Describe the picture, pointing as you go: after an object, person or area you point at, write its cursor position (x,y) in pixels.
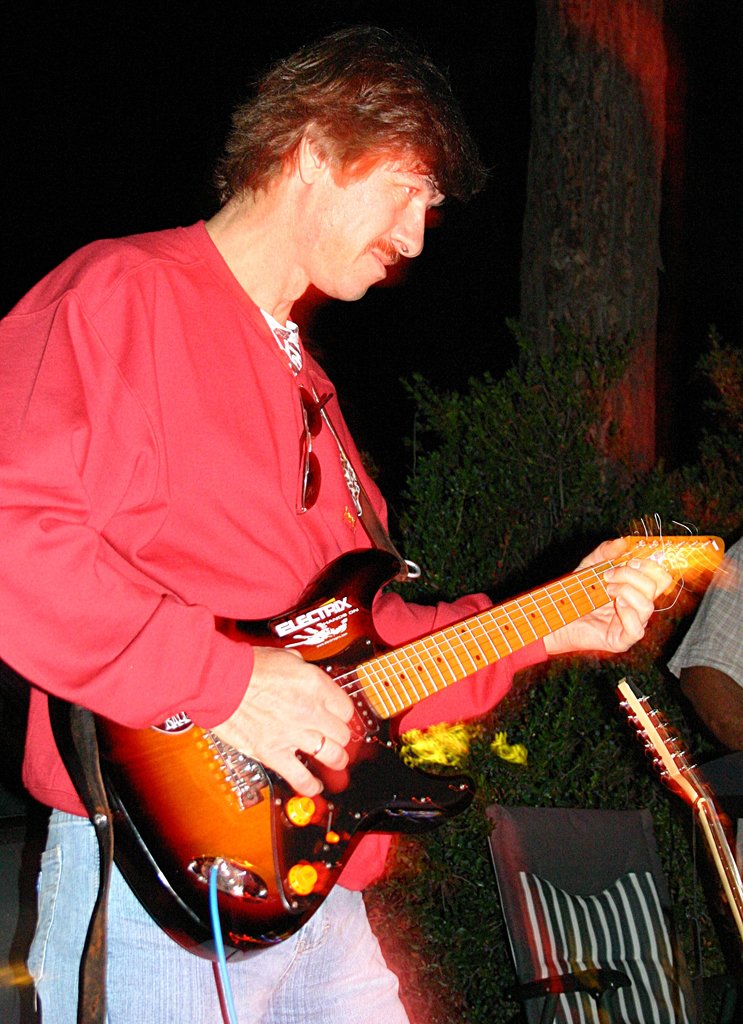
In this image i can see a person (209,653) holding a guitar (380,686).
